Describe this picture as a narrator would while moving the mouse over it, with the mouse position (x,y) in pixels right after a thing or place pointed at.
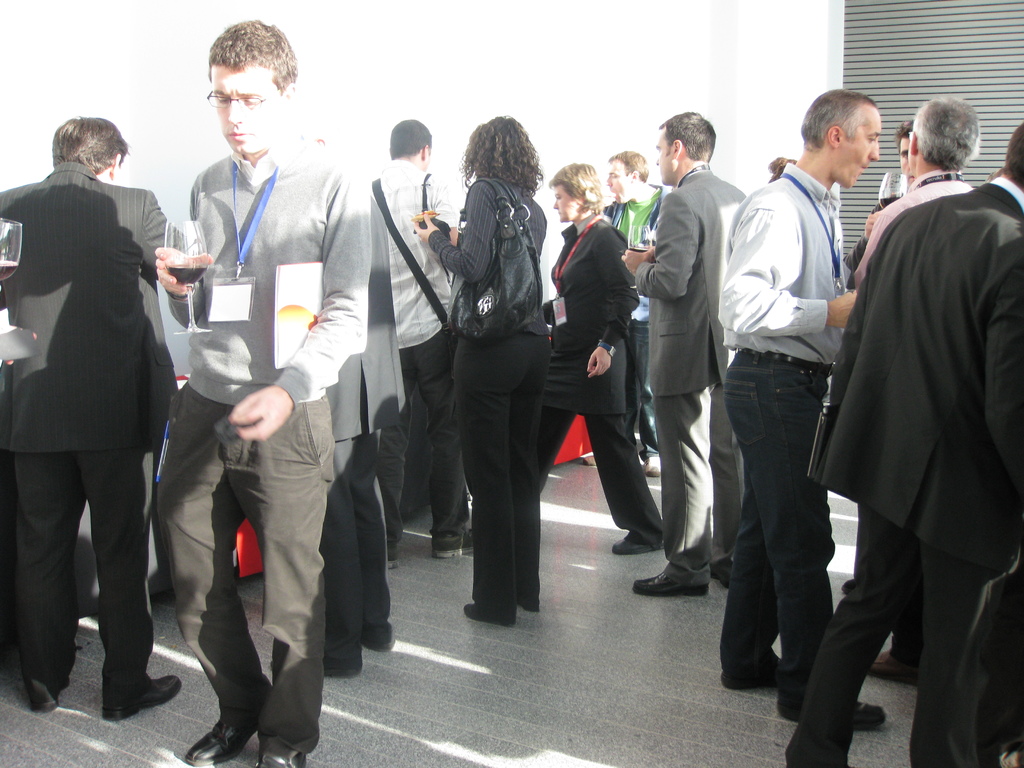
In this image we can see a group of people (584,194). Here we can see a few people (67,346) wearing a suit (132,309). They are holding a glass of wine (185,258) in their hands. Here we can see the tags (242,247) on their necks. Here we can see a woman (509,346) carrying the handbag (474,316).
